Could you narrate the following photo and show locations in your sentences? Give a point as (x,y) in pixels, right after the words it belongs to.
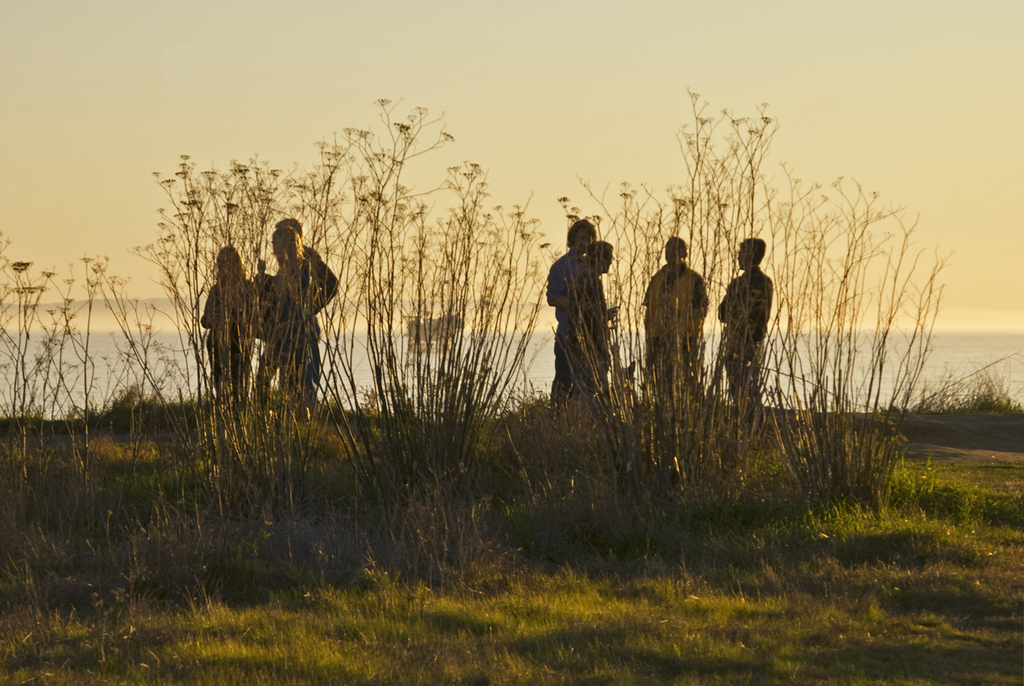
At the bottom of the image (442,603) there is grass (251,620) and we can see plants (628,445). In the background (313,370) there are people (606,334) standing. We can see a sea (854,346) and sky (608,130).
